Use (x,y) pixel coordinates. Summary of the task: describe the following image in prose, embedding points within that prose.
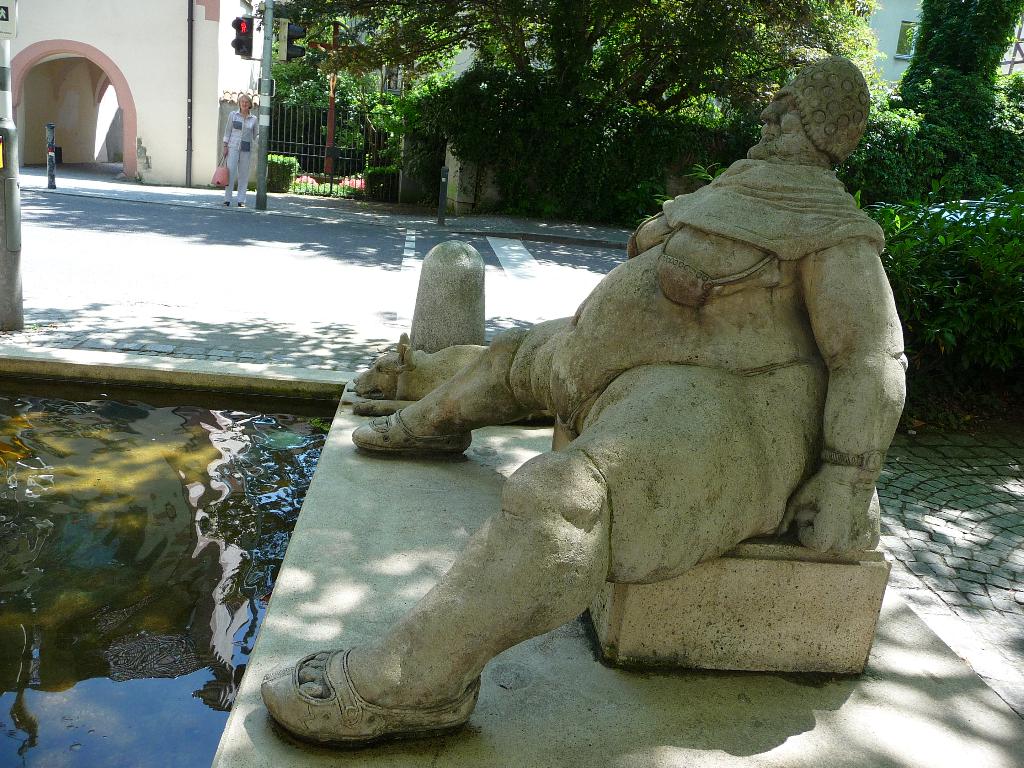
This statue (714,235) is highlighted in this picture. Beside this statue (632,361) there is a sculpture of a dog (442,363). In-front of this statue (583,512) there are the water (107,508). The woman (244,153) is standing beside the signal pole (264,101). she is holding a bag (223,183). Beside this pole (264,74) there is gate (327,141) in black color. Far there are trees (554,71) in green color. Backside of this statue (795,315) there are plants (945,282). It is a sunny day. The wall (211,159) is in cream color.
